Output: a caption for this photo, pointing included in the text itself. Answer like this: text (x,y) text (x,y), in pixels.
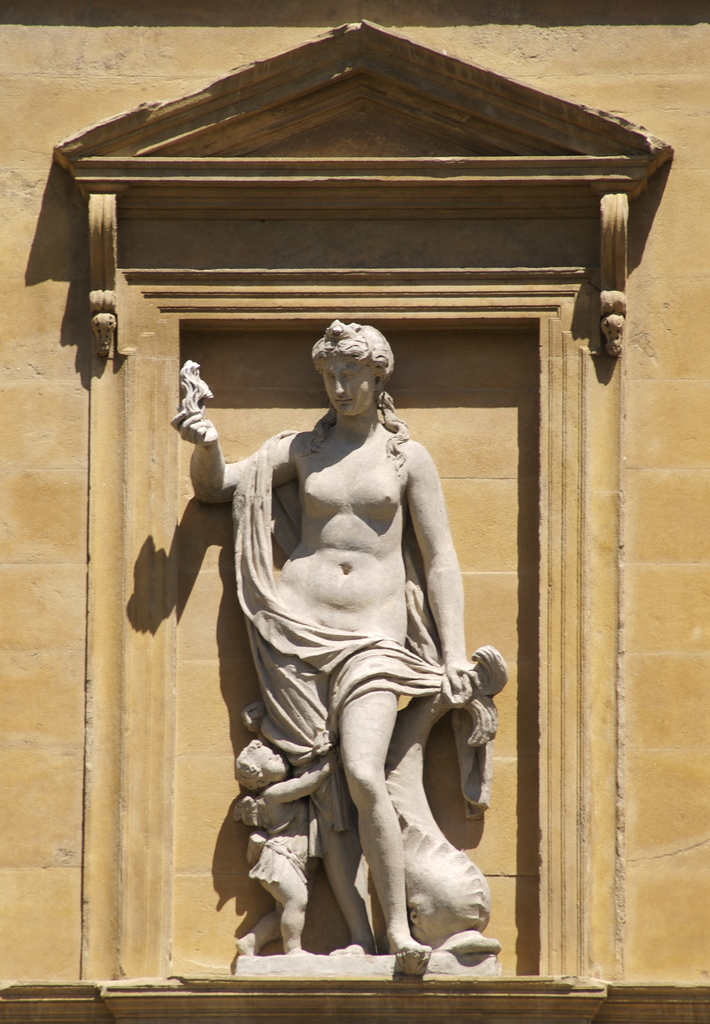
This picture shows a statue (261,618) of woman (387,463) and child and we see a wall (67,90).
